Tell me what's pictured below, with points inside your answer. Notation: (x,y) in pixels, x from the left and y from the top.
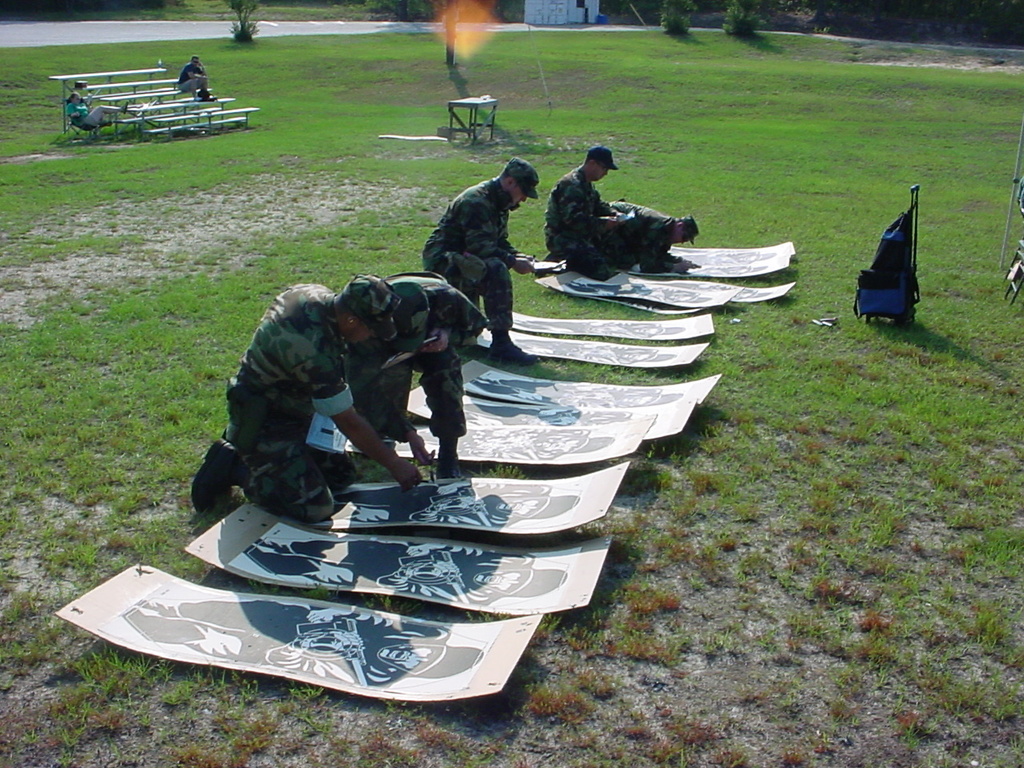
In this image there are few military officers (458,346) who are sticking the picture (379,572) on the card boards (232,606). On the right side (895,278) there is a trolley (877,278) on the ground (819,461). In the background (172,117) there are benches (136,94) on which there are two persons (202,69). In the middle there is a table (457,102). At the top (142,27) there is a road (223,30). Beside the road (205,35) there are small plants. On the ground (83,373) there is grass (99,337). There is a house (555,8) at the top (567,8).
